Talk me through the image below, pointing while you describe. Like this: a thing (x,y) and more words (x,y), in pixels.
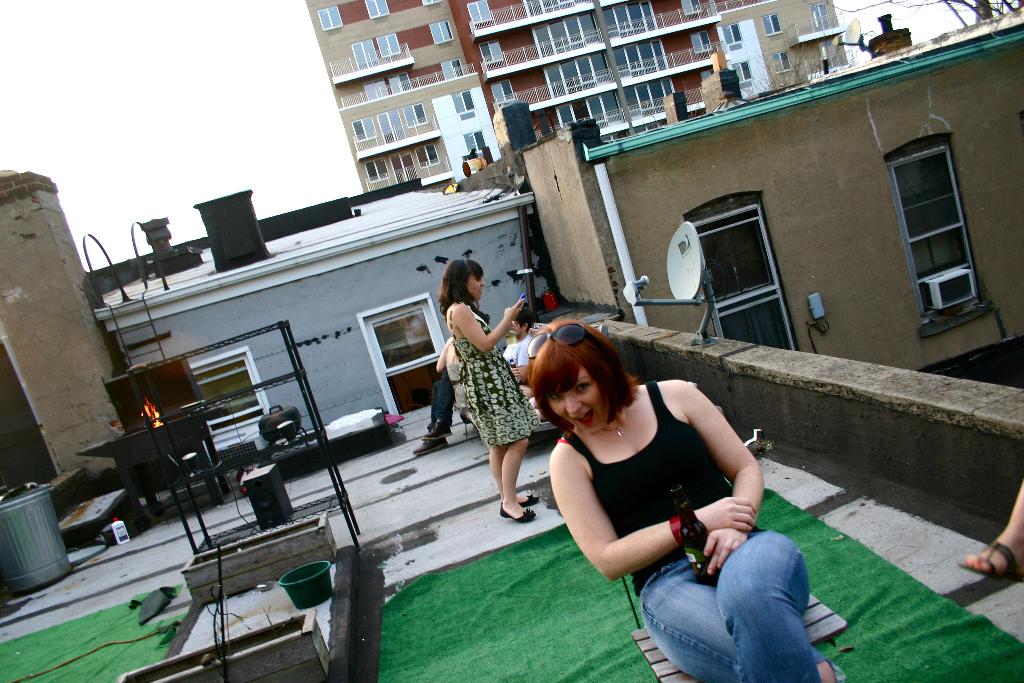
A beautiful woman (611,353) is sitting on the chair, she wore a black color top (658,509) and a blue color jeans (756,592). Behind her there is a woman (494,340) standing and there are buildings (444,121) in the right side of an image (777,145).
